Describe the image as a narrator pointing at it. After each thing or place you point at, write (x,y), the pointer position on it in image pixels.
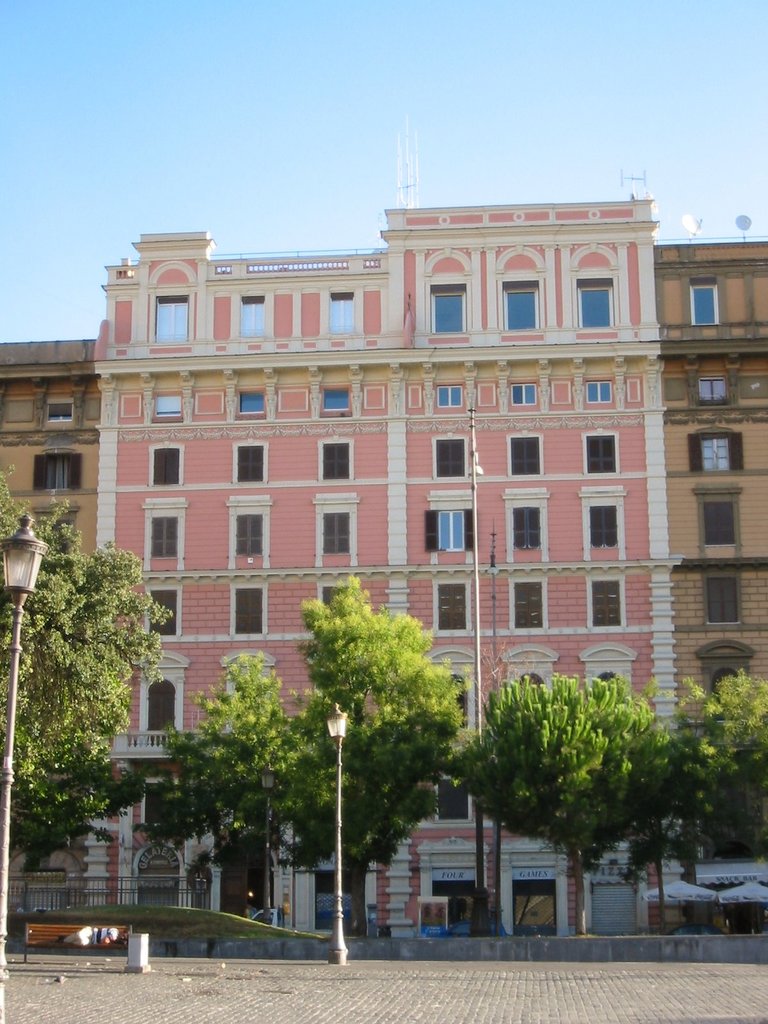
In the center of the image (405,604) we can see building (298,555), pole (475,445) and trees (312,740). On the left side of the image (3,961) light pole (8,704) and tree (34,805). At the bottom (117,962) there is a ground (335,979). In the background (505,73) there is a sky (222,103).
